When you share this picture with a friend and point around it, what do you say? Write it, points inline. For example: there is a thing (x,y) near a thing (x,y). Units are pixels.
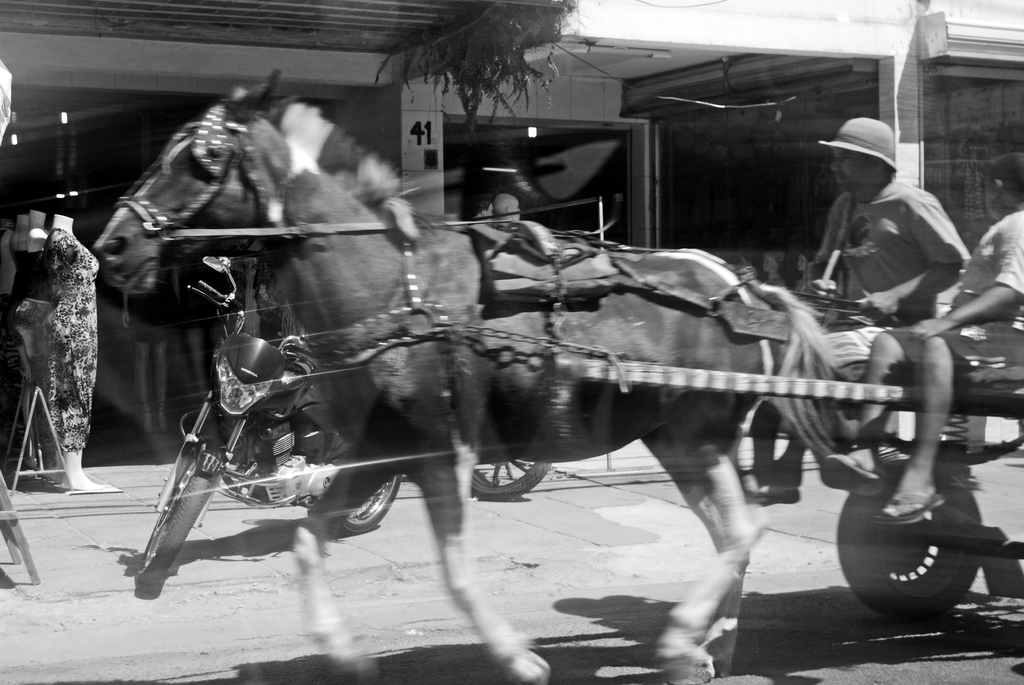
This is a black and white image in which we can see two people (1009,358) riding a horse cart (994,404). On the backside (489,177) we can see a motor vehicle (337,449), plants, the mannequins (149,325) and a building (742,219).
